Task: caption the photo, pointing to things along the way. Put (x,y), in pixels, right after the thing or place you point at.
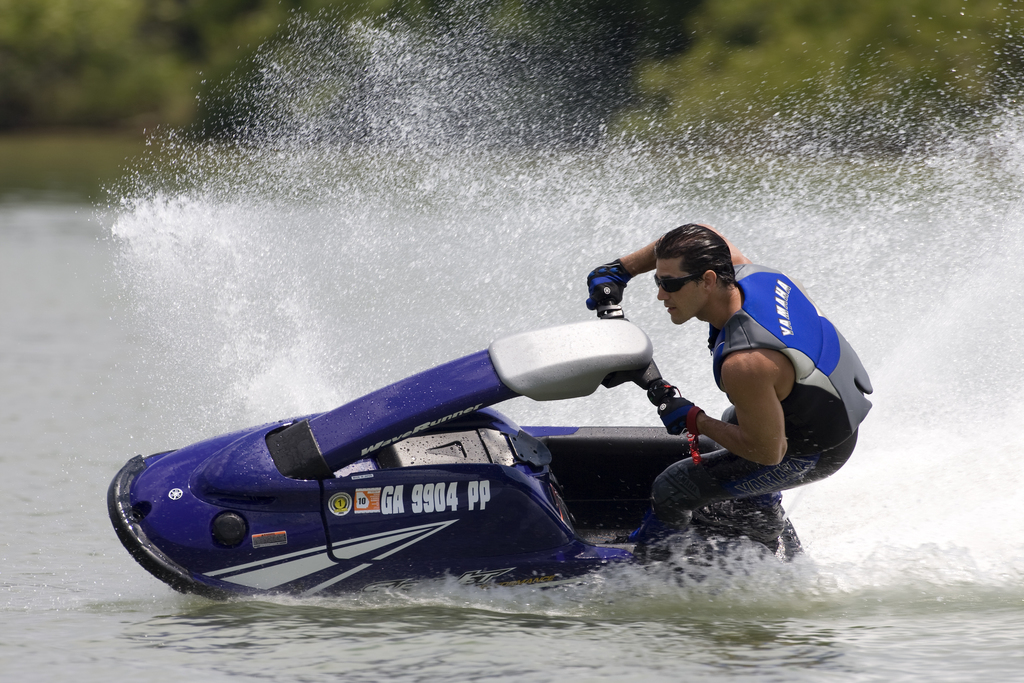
In this image there is a person (816,408) riding a boat (428,448) which is known as watercraft (492,490) and the background (135,88) is blurry.
